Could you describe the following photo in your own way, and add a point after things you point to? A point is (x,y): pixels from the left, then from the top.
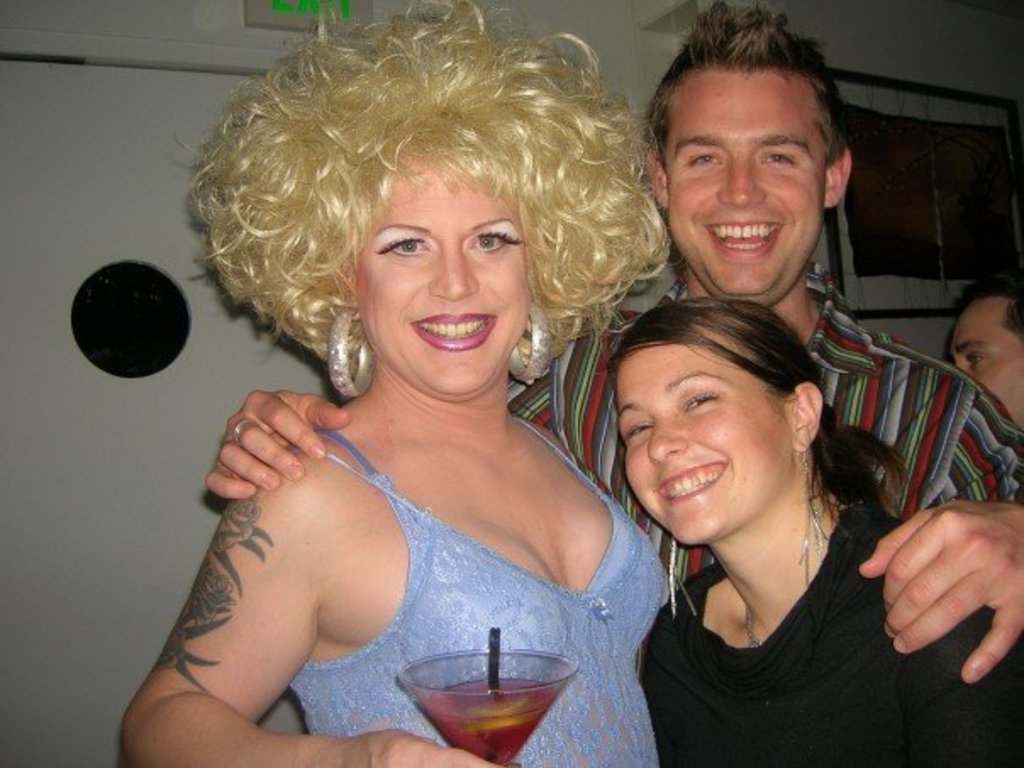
In this image we can see a group of persons (465,420). In the foreground (485,460) we can see a person (498,466) holding an object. Behind the person (557,174) we can see a wall (647,155). In the right top (951,178) there is an object (922,243) on the wall (54,516). On the left side (101,324), we can see a black object (168,297).
